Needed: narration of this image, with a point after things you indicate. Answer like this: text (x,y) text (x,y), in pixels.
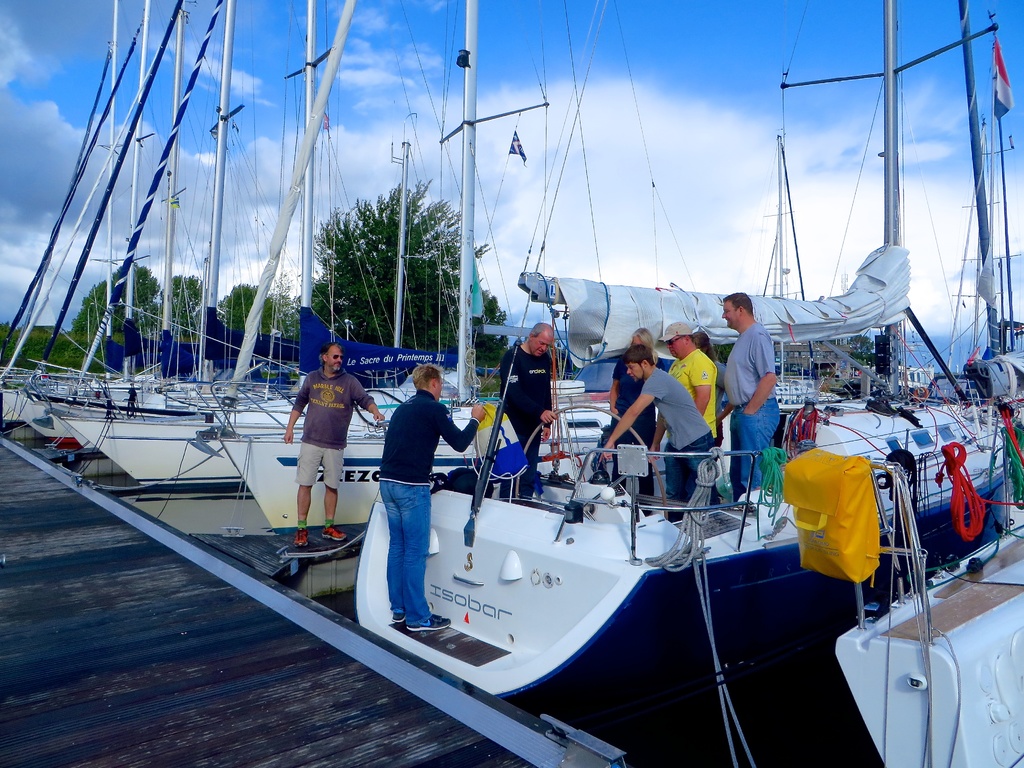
In this image I can see many boats (141,430). In the middle of the image (440,406) few people (538,406) are standing on a boat (449,516). On the left side (175,625) there is a wooden plank (114,693). In the background (282,304) there are some trees (391,257). At the top of the image (708,82) I can see the sky (708,82) and clouds (713,159).
